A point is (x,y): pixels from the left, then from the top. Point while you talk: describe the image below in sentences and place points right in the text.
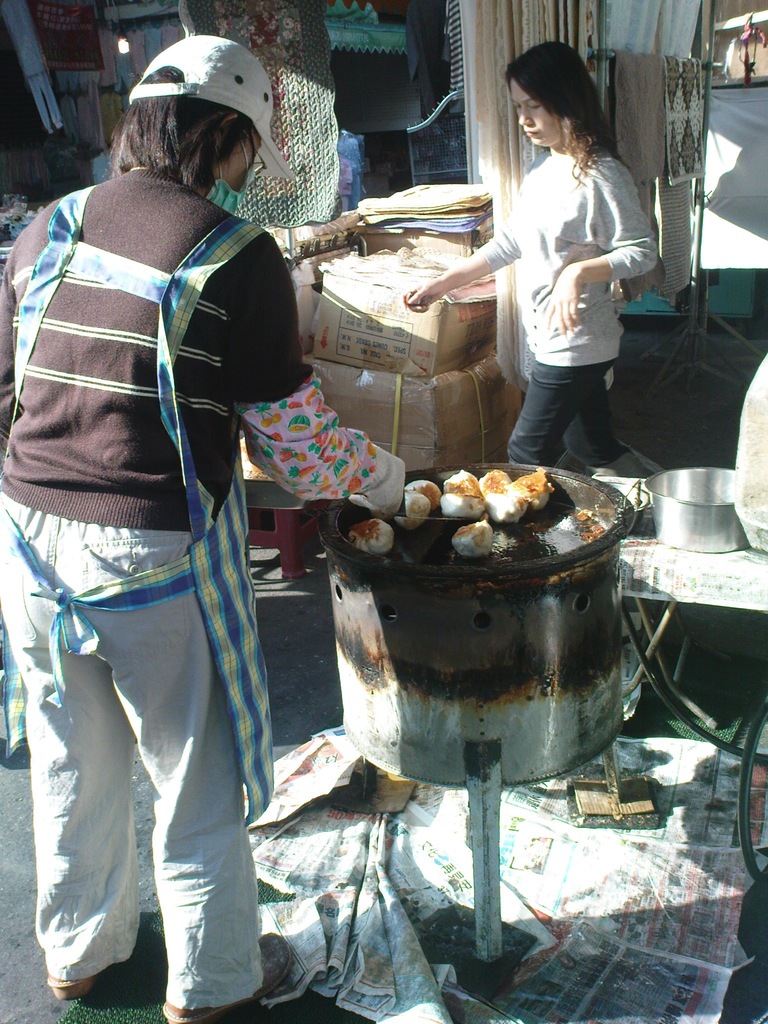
This is the picture of a person (146,401) who is wearing the apron (240,526) and standing in front of the stove (482,599) on which there is some food item (469,497) and to the side there is an other person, boxes (475,420) and some other things (671,583).
